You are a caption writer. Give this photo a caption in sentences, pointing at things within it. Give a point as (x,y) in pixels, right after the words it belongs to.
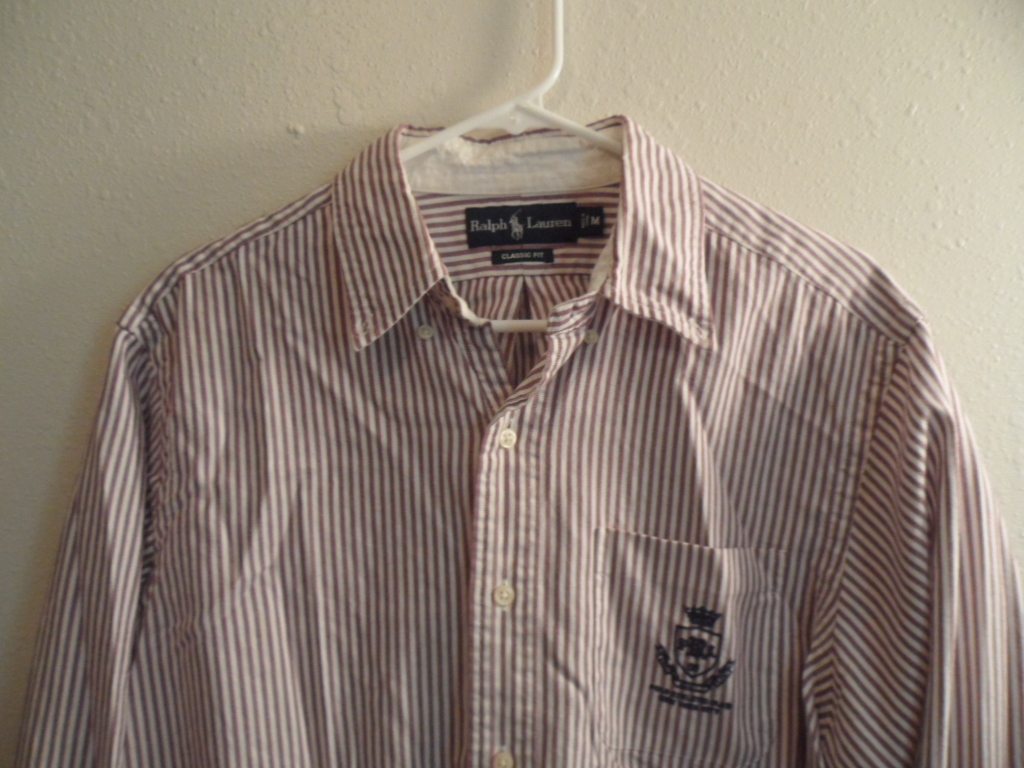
In this image I can see a shirt (351,544) which is white and maroon in color is hanged to the cream colored wall (325,135) with a hanger (523,103) which is white in color.
